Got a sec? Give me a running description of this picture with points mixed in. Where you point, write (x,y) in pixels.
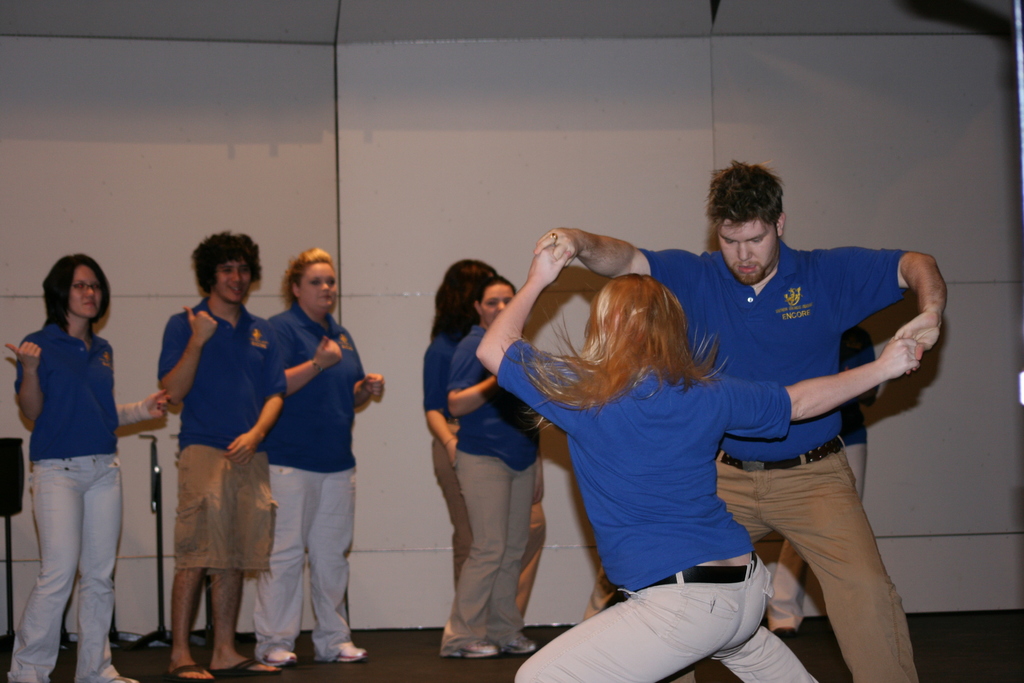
In the picture we can see some people (219,427) are standing on the floor (142,678) and they are in the blue T-shirts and in front of them, we can see a man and a woman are dancing and they are also wearing blue T-shirts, in the background (925,155) we can see a wall (1019,448) which is white in color.
